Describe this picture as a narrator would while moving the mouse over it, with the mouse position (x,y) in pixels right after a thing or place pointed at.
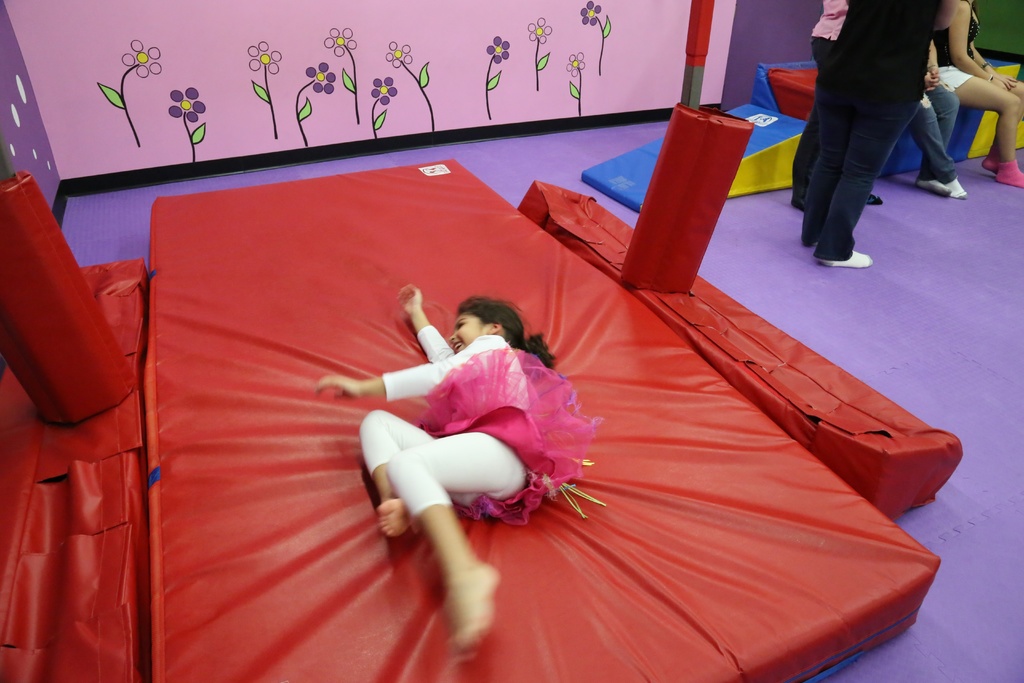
In this picture I can see couple of humans (969,64) are sitting and couple of humans (877,36) are standing and I can see a girl (473,437) lying on the bed (160,509) and painting (380,130) on the wall (324,117).
